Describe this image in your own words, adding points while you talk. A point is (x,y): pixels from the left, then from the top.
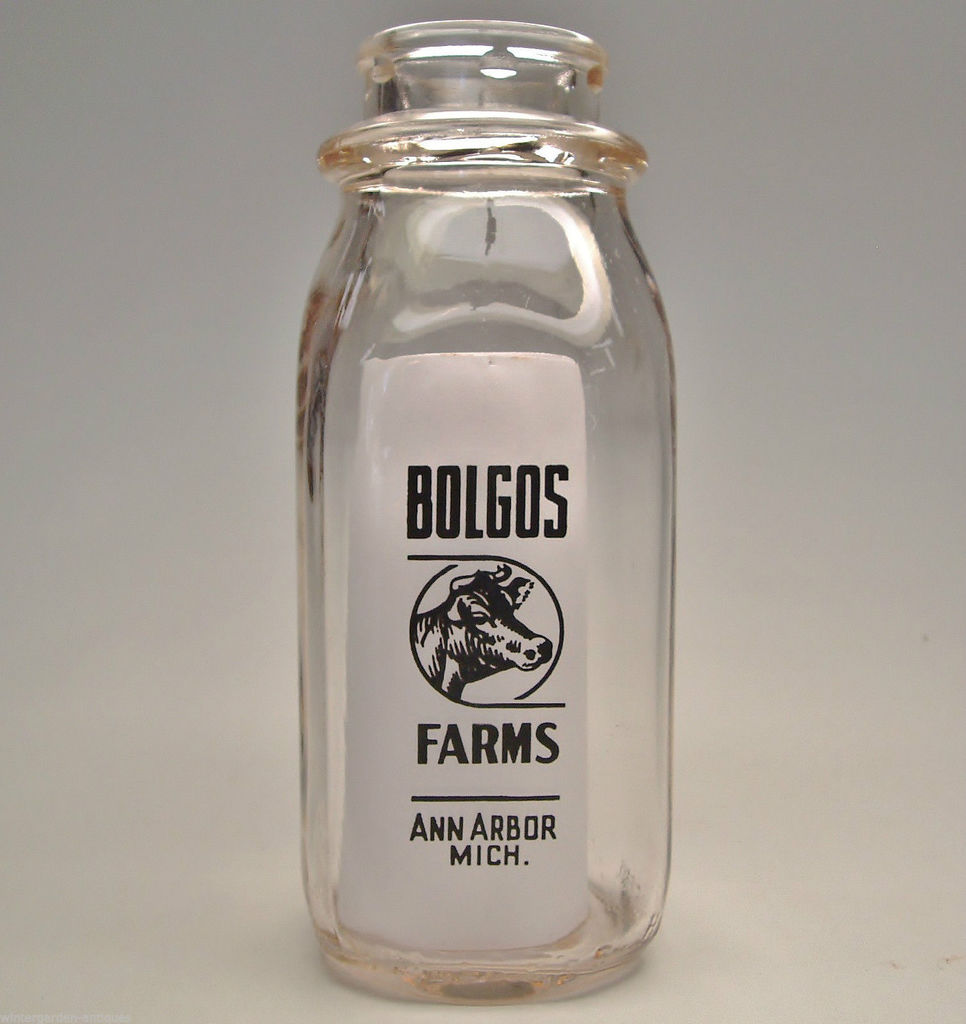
Here, we see a glass bottle (381,721) which is placed on white color table (675,966). On the bottle (490,412), we see sticker (507,563) on which Bolgos farms written on it.
